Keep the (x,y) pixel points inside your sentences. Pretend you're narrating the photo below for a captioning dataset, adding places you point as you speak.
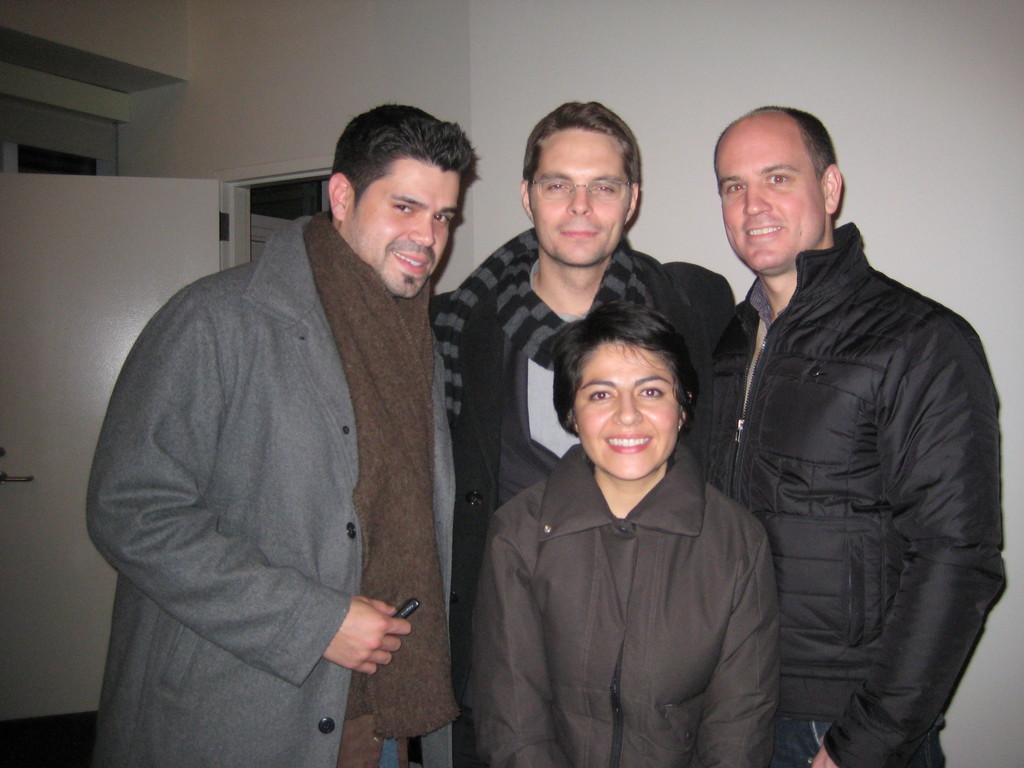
In the picture we can see three men (953,466) and a woman (660,615) standing and smiling and they are wearing a jacket (835,634) and in the background (32,520), we can see a wall (1014,390) with a door (84,259) which is white in color.
